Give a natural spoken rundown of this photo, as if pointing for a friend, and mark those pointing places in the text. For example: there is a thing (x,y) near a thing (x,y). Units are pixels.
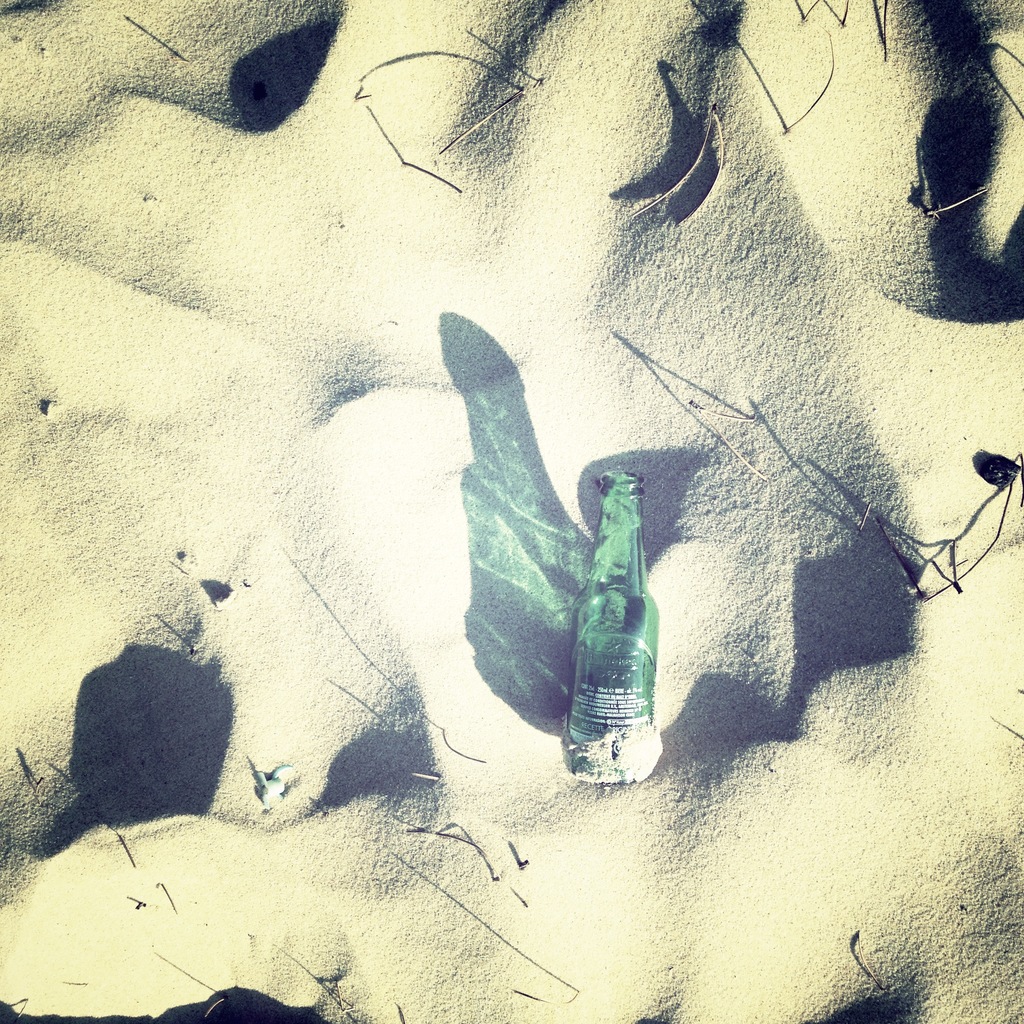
In this image In the middle (627,670) there is a bottle (631,705) and shadow (529,604) and bottle (613,626) is on sand (664,559).
